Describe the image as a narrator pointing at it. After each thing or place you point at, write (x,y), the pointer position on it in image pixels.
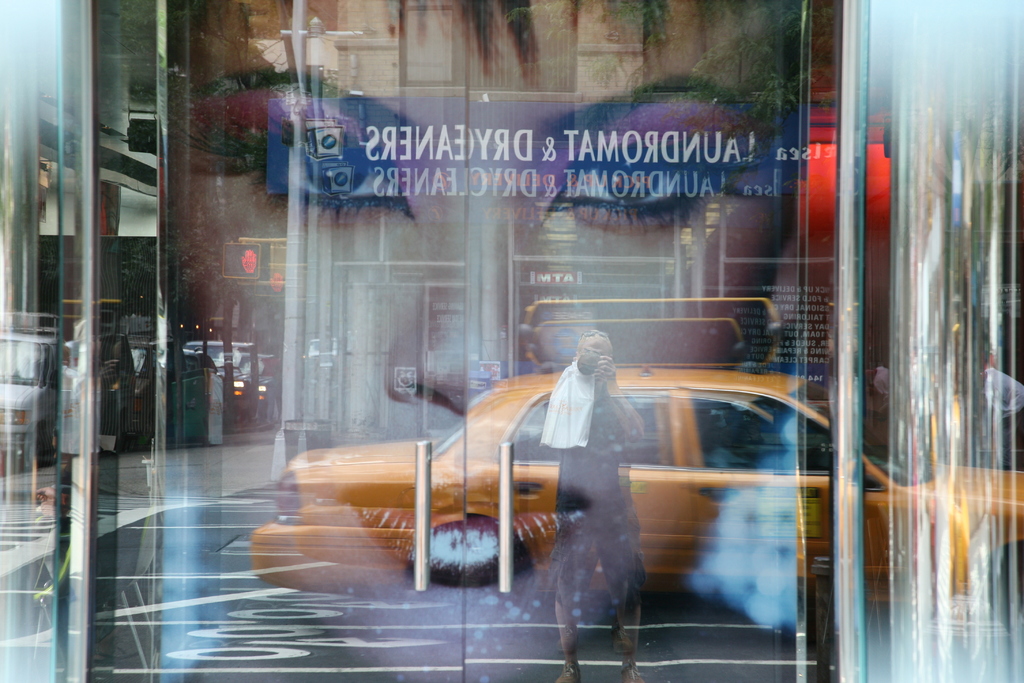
There is a glass door (469,506) which has a picture (537,512) of a person (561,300) and a car (644,486) on it.
